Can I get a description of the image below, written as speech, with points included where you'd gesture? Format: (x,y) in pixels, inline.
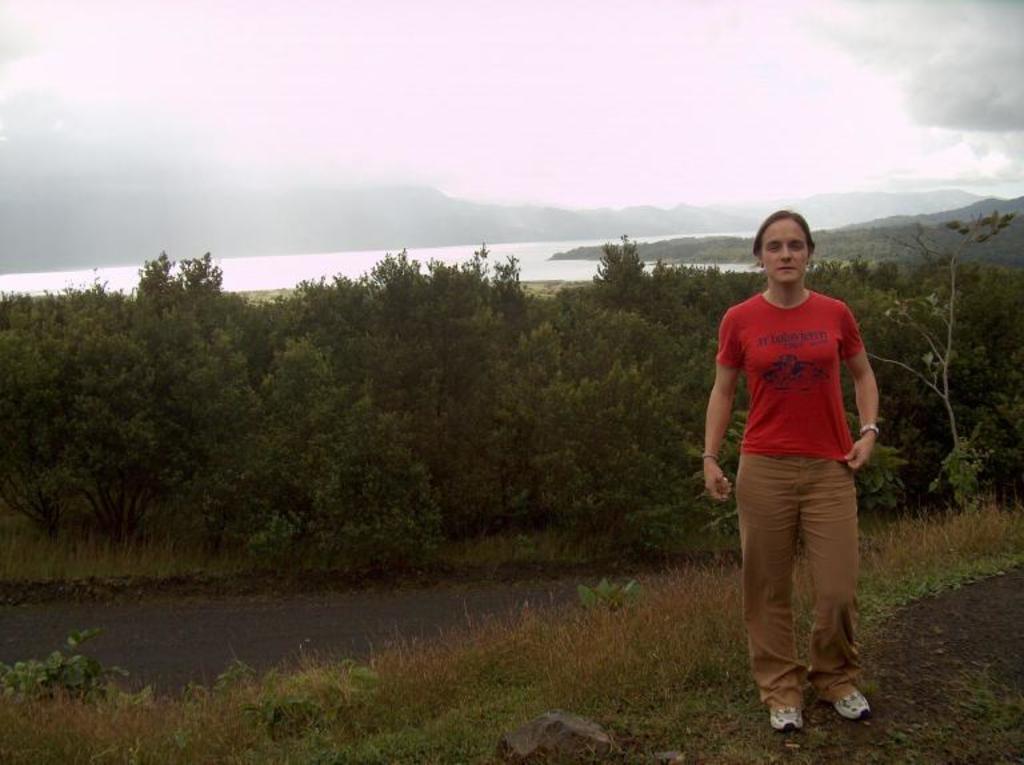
This is completely a outdoor picture. Here we can see a person (763,381) standing wearing a red shirt (806,423) and brown jeans (832,607) and also shoes (845,705). This is a path (255,649). These are the plants (466,382) behind a person (824,407). We can see a sky (652,46). these are the hills (551,221). This is a grass (13,537).
